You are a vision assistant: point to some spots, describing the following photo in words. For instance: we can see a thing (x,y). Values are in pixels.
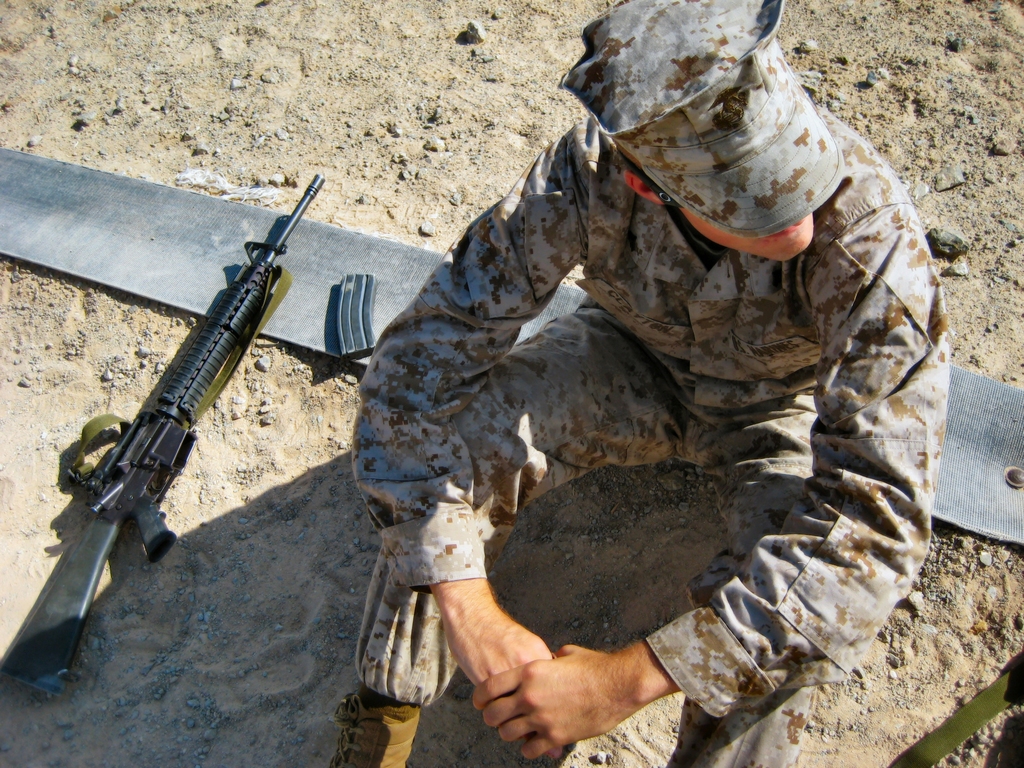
In this image I can see a person (474,495) wearing uniform (487,422) is sitting on the ground (122,708), beside him there is a gun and other object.
